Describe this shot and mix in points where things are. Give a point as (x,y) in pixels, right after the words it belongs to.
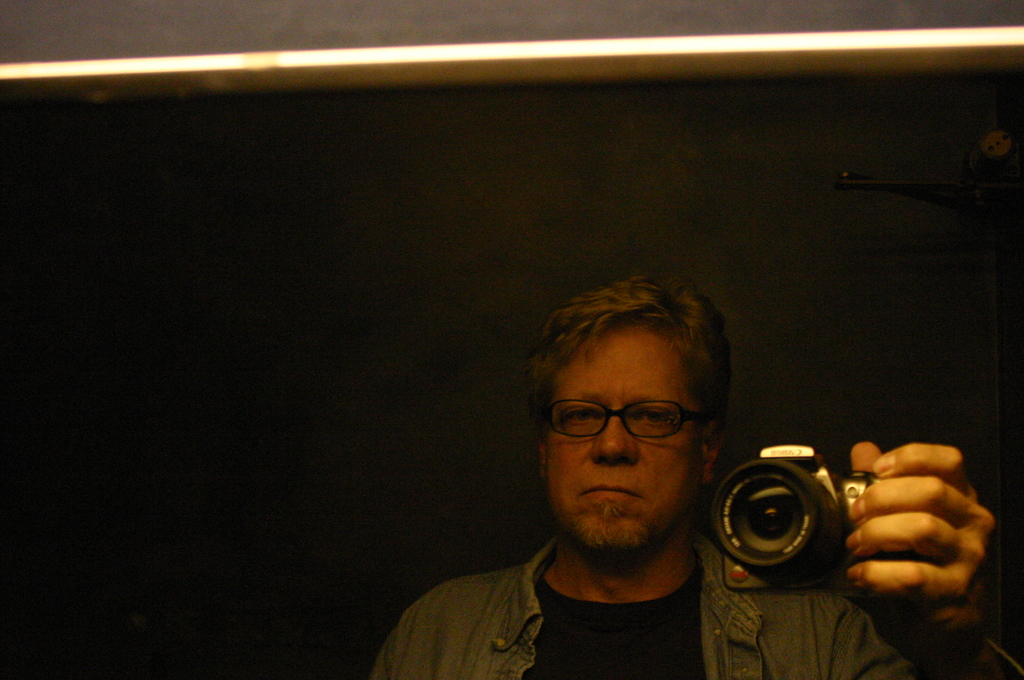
He is holding a camera (779,472). He's wearing a spectacle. His look straight ahead.
